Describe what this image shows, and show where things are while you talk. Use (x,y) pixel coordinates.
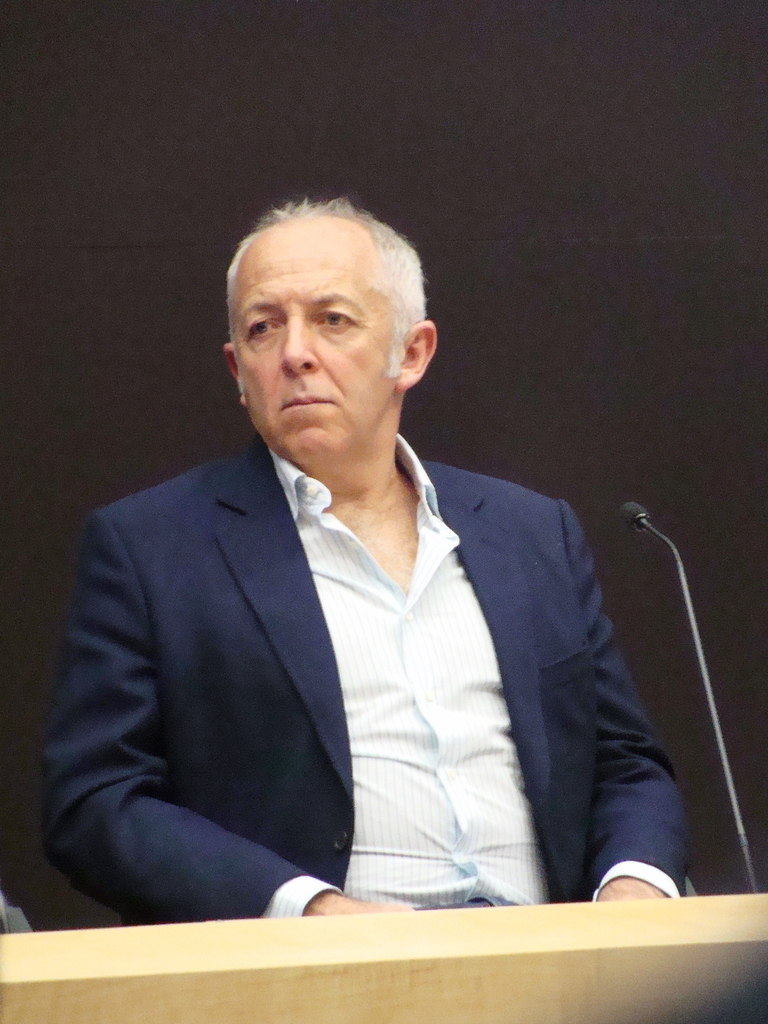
This picture seems to be clicked inside. In the center (304,577) there is a person (413,622) wearing suit (345,727) and seems to be sitting. In the foreground (649,937) we can see the wooden object (674,932) and we can see a microphone (649,530). In the background (372,58) there is an object (166,249) seems to be the wall (51,539).
